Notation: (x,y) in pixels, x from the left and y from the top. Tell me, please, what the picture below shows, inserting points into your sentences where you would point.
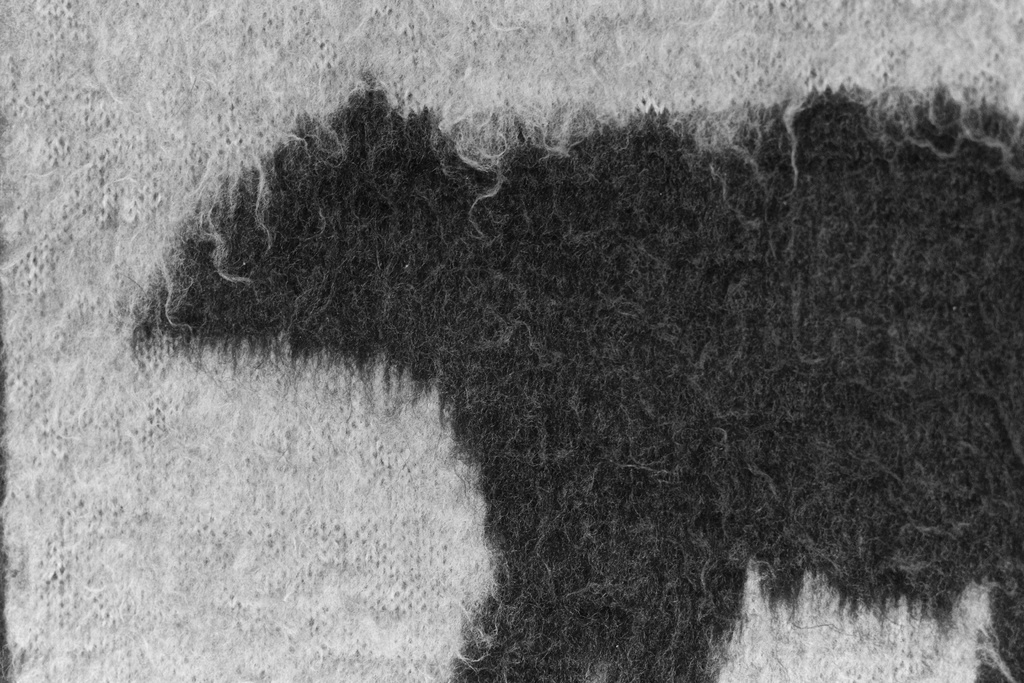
In the picture we can see mat (410,290) which is in white and black color.
